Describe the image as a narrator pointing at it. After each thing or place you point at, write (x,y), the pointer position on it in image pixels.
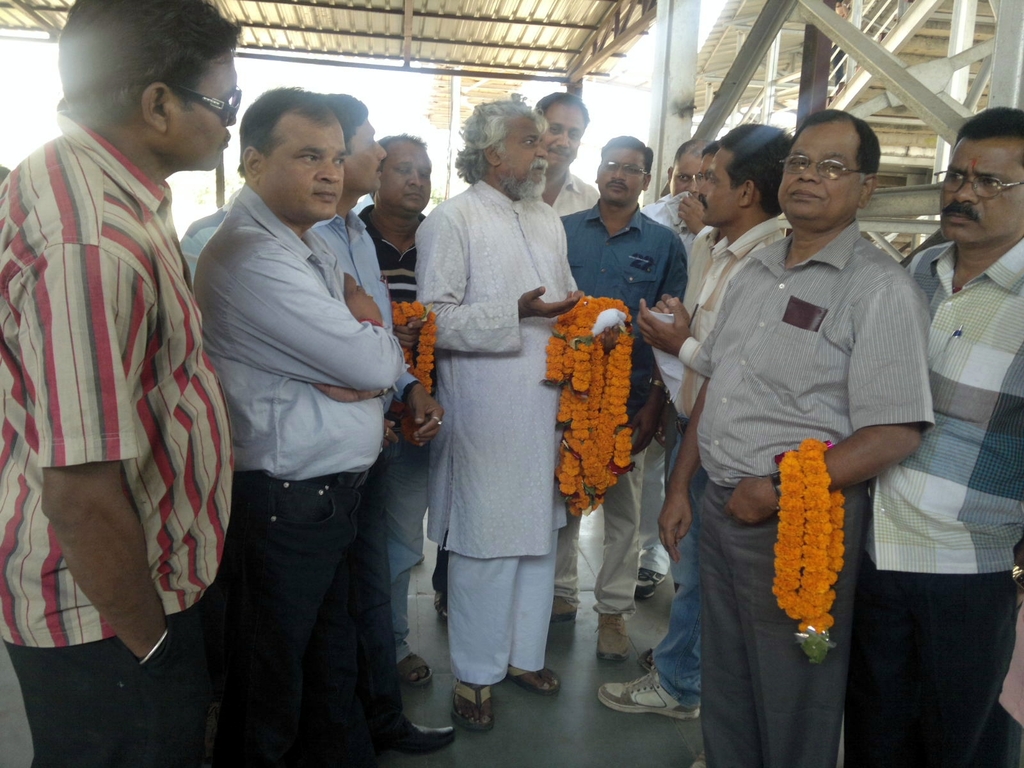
This picture might be taken inside the room (601,394). In this image, on the right side (773,724), we can see a man (856,454) standing and holding a garland (819,534) in his hand (874,473). In the middle of the image (534,401), we can see a man (535,343) standing and holding a garland (624,390) in his hand (550,304), we can also see a group of people (756,332) in the room (587,602). At the top (574,30), we can see a roof (568,24) and few metal pillars (802,88).
